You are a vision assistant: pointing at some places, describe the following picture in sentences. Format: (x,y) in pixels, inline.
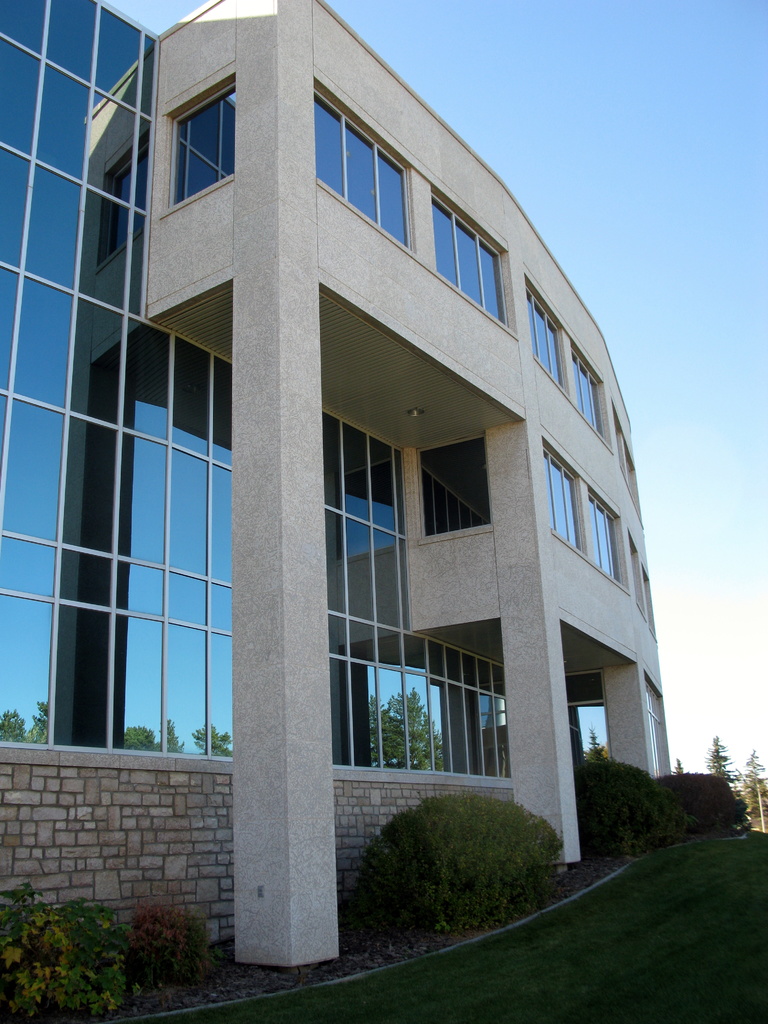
In this image we can see one big glass building (442,432) with pillars (531,704), one object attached to the building (433,420), some trees (749,821), plants (663,820) and grass (506,980) on the ground (430,935). In the background (629,218) there is the sky (674,97).
